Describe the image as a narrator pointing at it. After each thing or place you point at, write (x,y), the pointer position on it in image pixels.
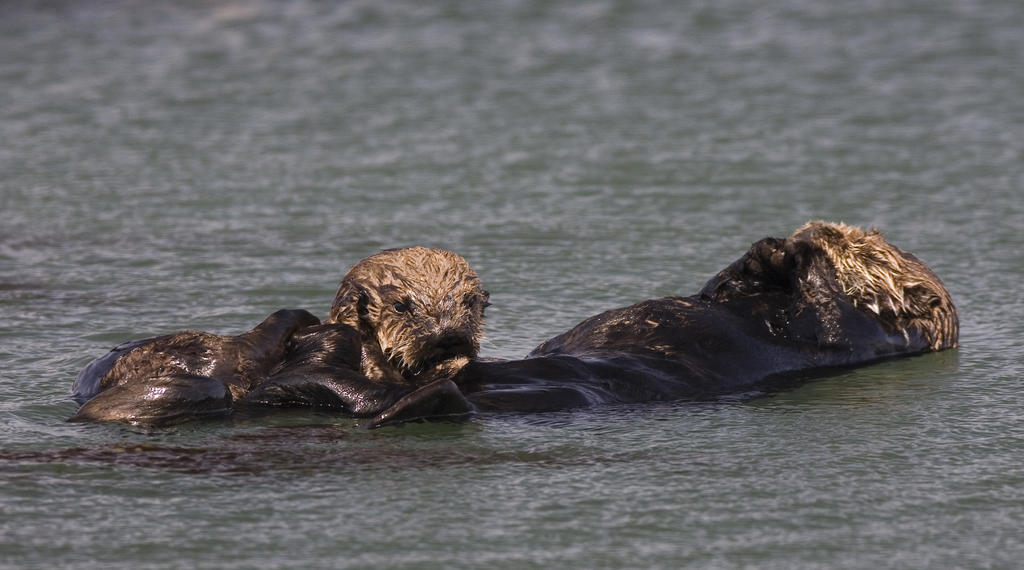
In this picture, I can see a small river (781,509) and there are two animals (518,402) which is swimming in a water (784,401).
